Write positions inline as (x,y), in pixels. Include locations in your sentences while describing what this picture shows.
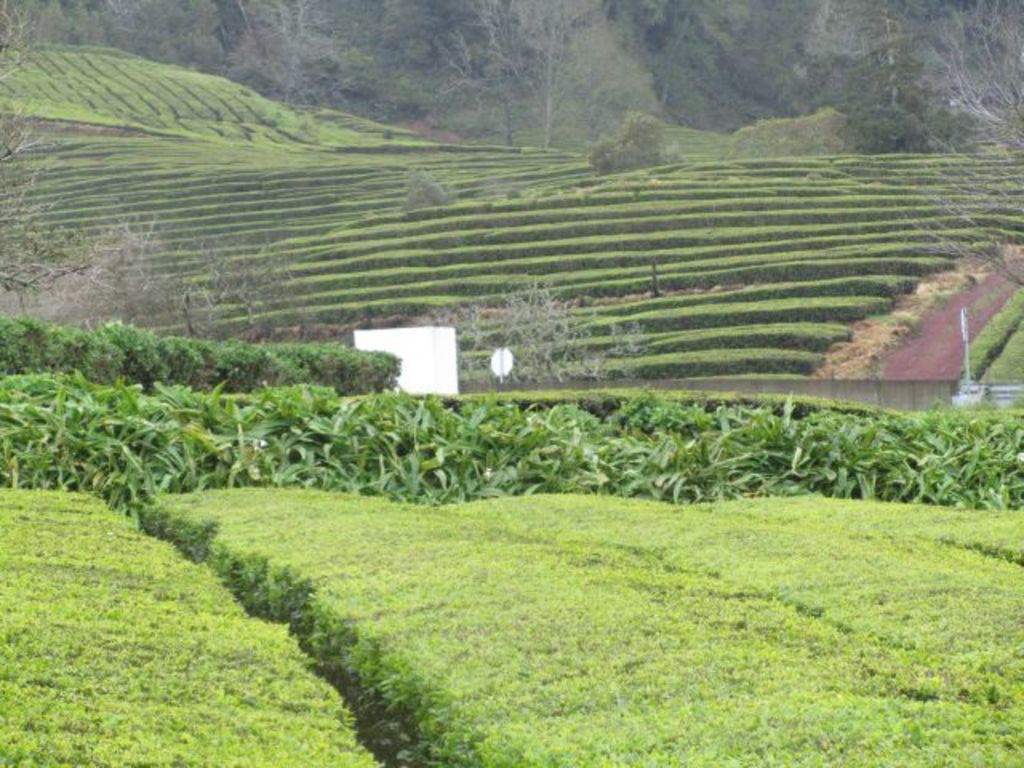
In this picture we can see a few plants (382,439), bushes (14,559), trees (798,52) and other objects (965,396).
